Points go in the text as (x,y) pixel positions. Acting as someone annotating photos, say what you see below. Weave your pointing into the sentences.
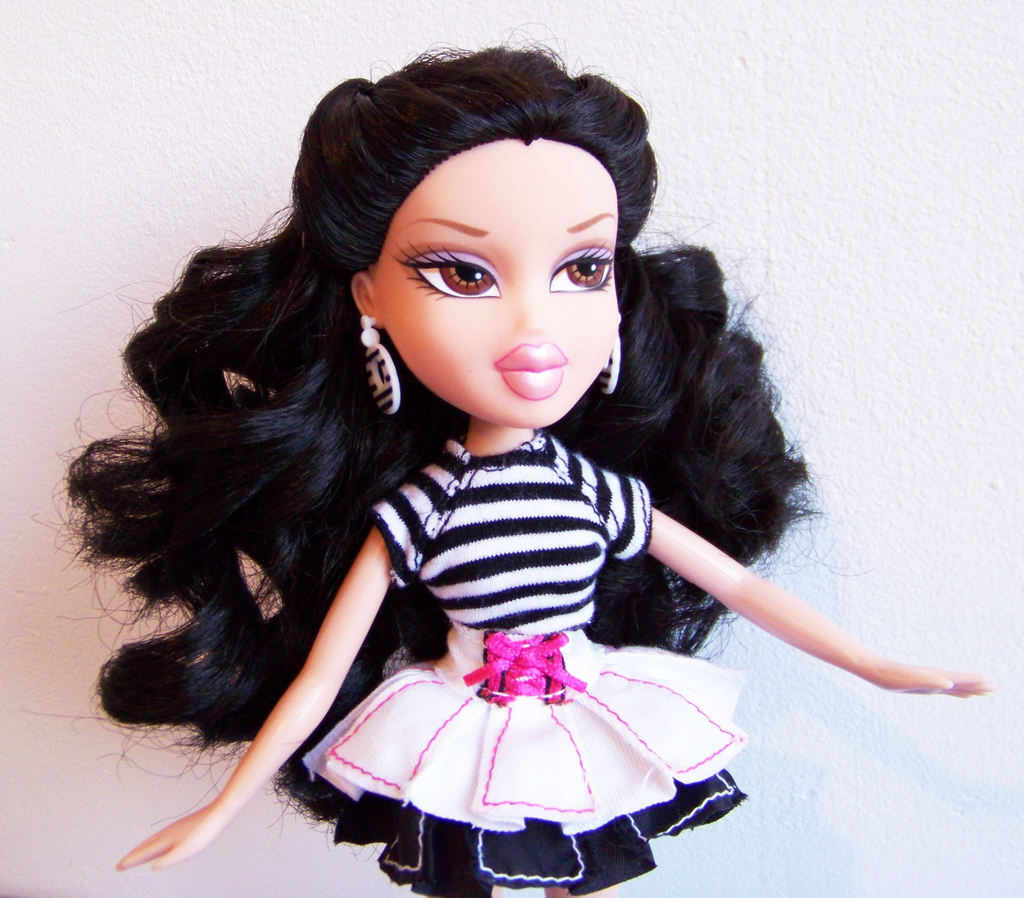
In this image, we can see a doll (240,309) and there is a white background (793,760).
